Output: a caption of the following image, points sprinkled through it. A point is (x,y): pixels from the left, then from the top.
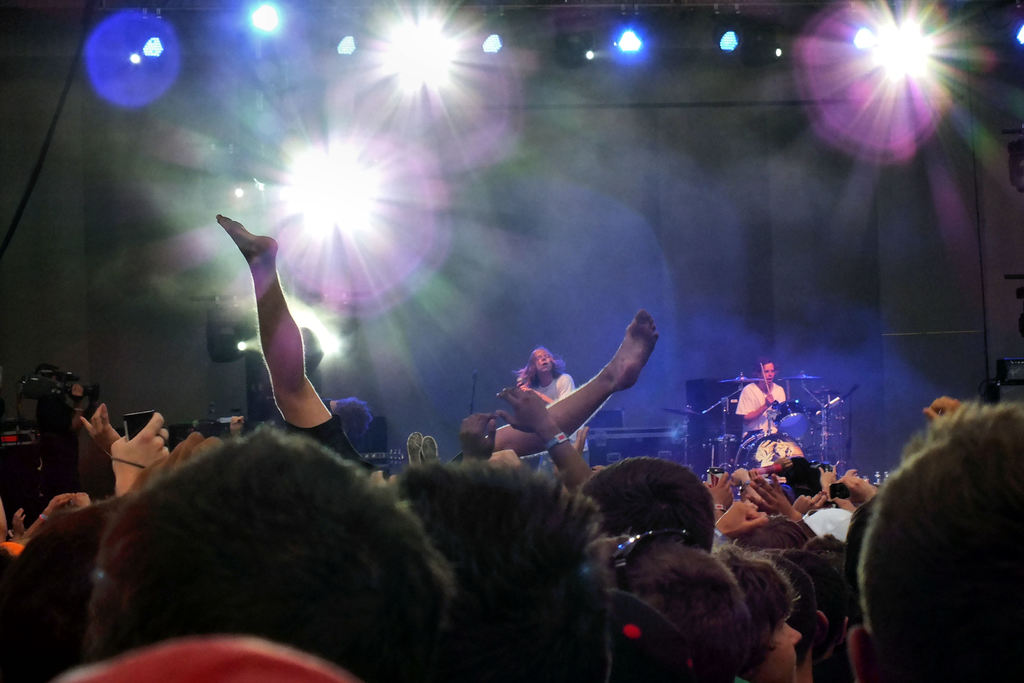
In this image we can see there are two persons (763,393) playing musical instruments (682,411), in front of them there are some audience (642,544) standing and dancing. In the background (355,118) there are some colorful lights (897,118).
